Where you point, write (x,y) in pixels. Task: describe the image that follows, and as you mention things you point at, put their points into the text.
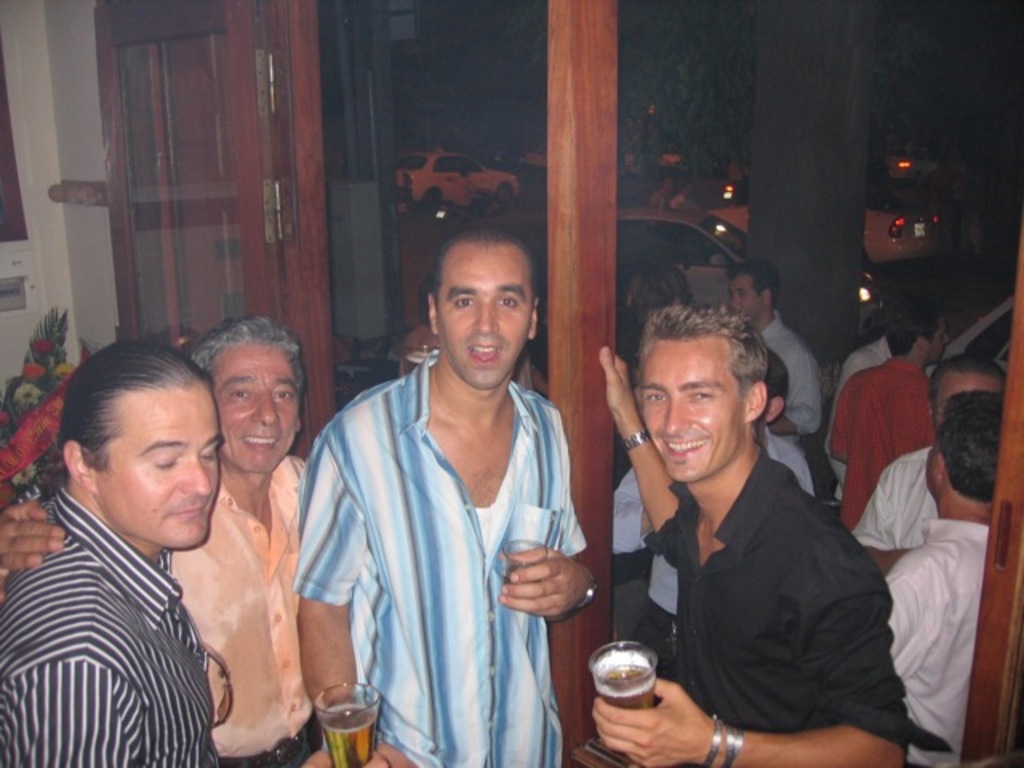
In this image we can see many persons (656,496) standing. On the left side of the image (311,241) we can see door (183,196) and bouquet (22,410). In the background (724,227) we can see persons (921,573), cars (1006,341), pillar (796,230) and tree (689,87).
